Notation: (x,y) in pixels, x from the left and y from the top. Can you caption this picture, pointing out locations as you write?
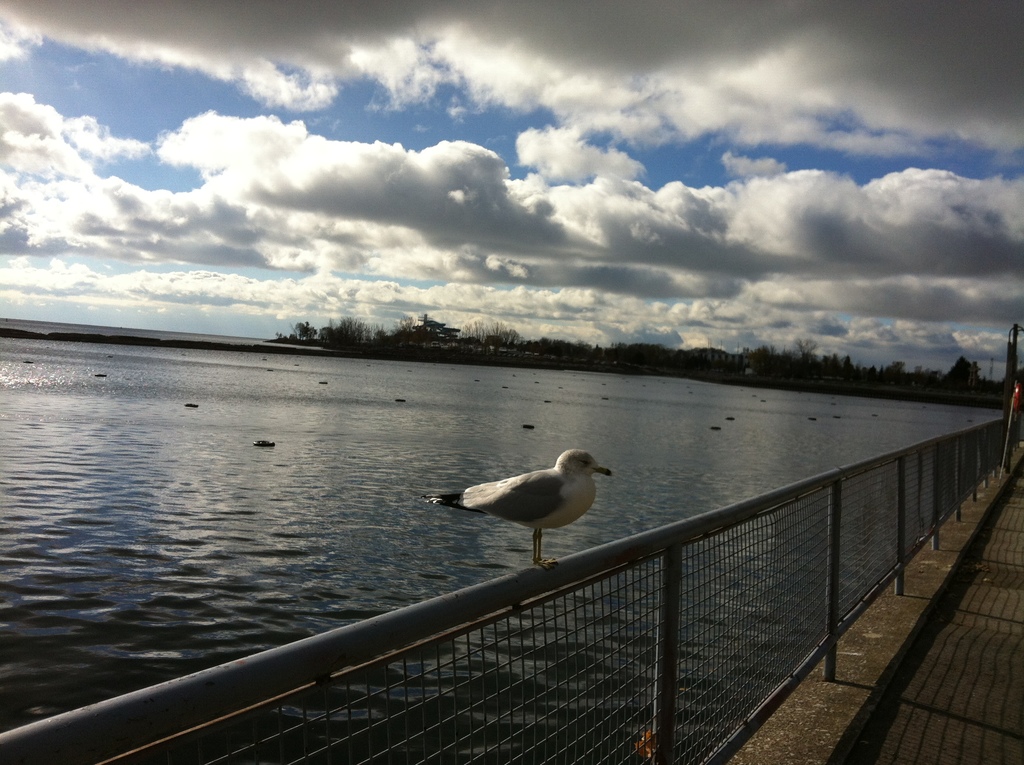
In this picture I can see there is a river (57,536) here there is fence (513,589) there is a bird (507,489) sitting on the fence (507,593) and in the background (329,338) there are some trees (347,322) and there is a walkway (969,718) and the sky (289,331) is cloudy.
